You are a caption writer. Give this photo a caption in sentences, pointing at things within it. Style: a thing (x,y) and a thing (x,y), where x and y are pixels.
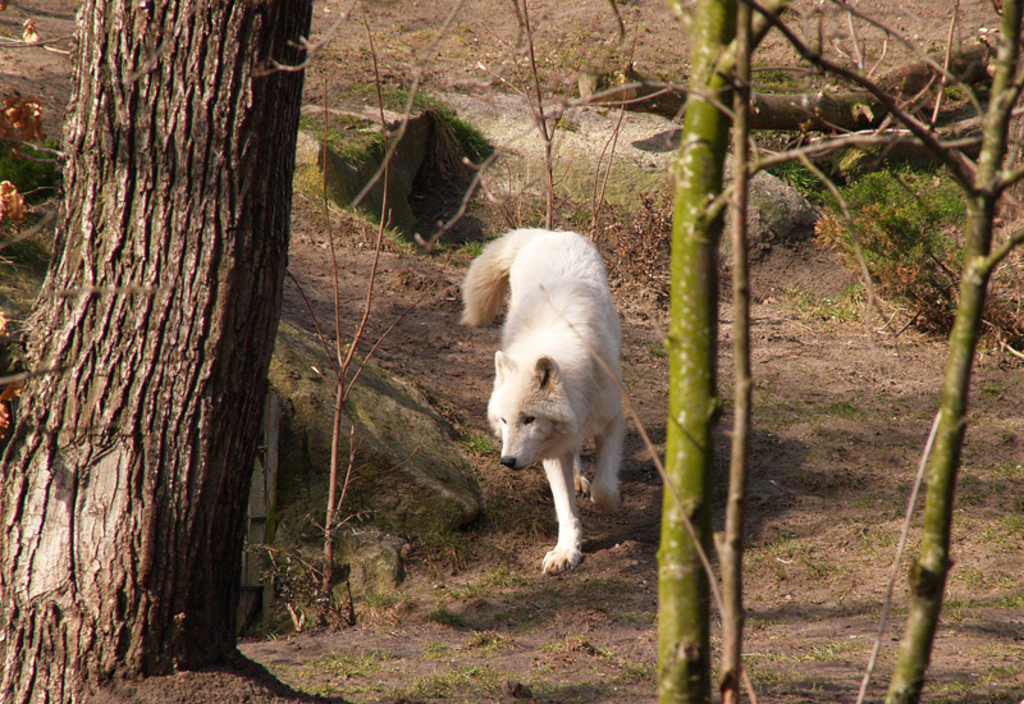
This picture is clicked outside. In the center (581,340) there is an animal (619,475) walking on the ground (332,89). On the left (167,208) we can see the trunk (182,334) of the tree (182,399). On the right (927,131) we can see the branches (914,129) and stems (716,43) of a tree (716,43). In the background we can see there are some objects (408,141) on the ground (322,216).
